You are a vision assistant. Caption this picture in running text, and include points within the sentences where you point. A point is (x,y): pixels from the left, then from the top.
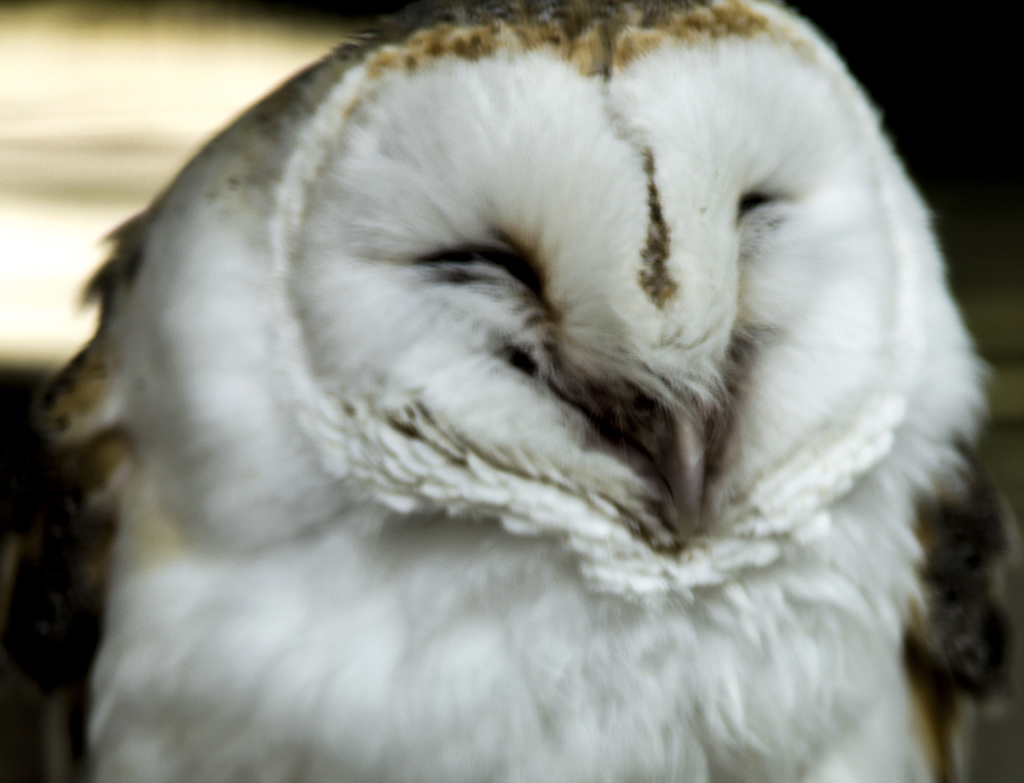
In the image we can see a bird (463,7). Background of the image (60,245) is blur.
